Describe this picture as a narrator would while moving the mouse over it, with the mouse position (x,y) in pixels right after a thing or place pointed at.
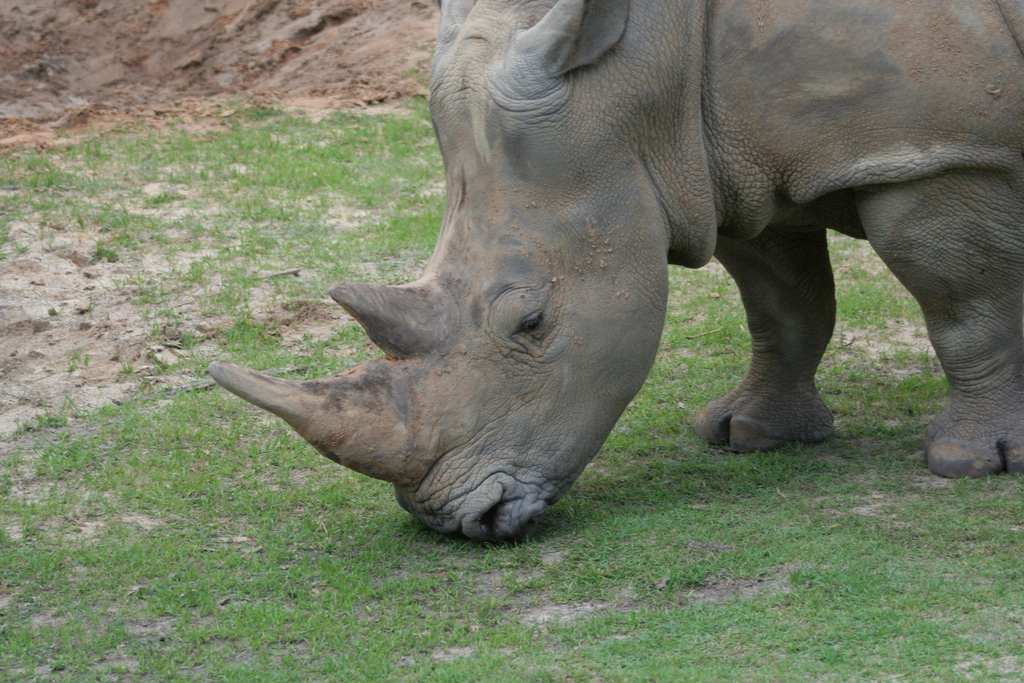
In this image we can see a rhinoceros (793,175). On the ground (201,159) there is grass (724,554).
